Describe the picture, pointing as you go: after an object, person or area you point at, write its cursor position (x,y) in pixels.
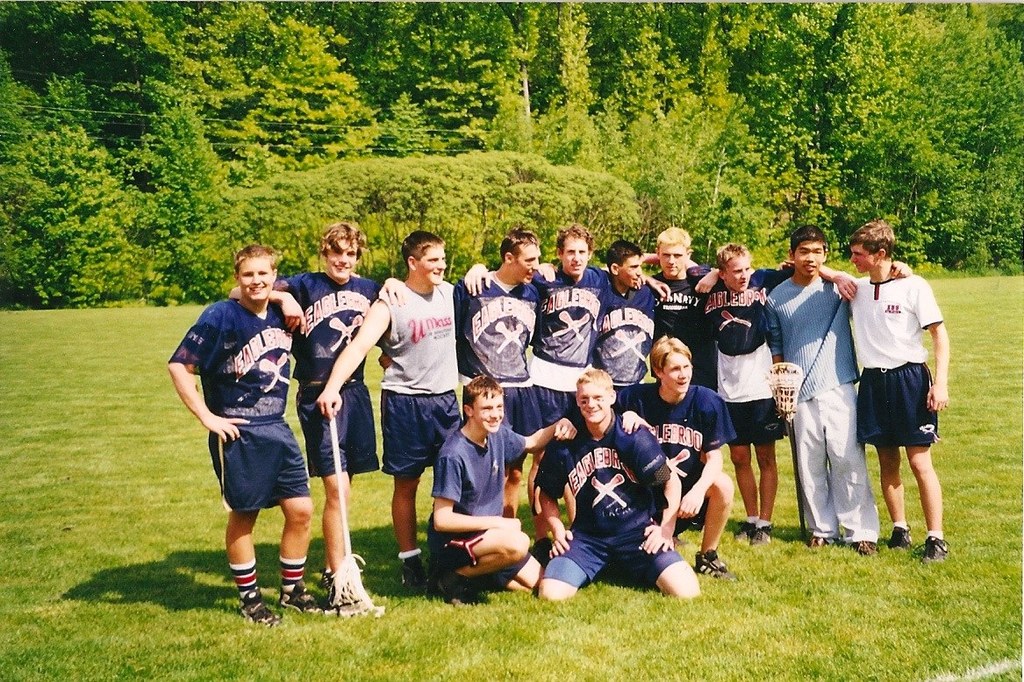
In this picture I can see there are a group of people (503,454) standing here and they are wearing jerseys (608,449) and there is grass (95,422) on the floor (58,376), there are trees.
